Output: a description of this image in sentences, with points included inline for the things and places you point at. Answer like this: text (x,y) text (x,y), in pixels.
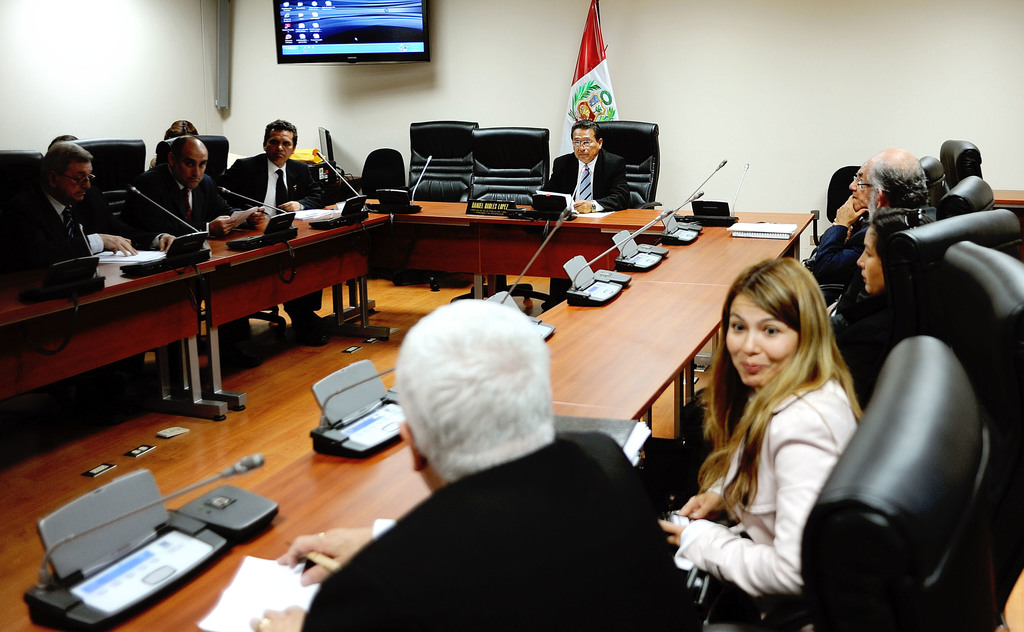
i think this is a conference room (523,112) all the people (253,176) were seated in their chairs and we see a table (288,472) with an microphone (81,540) each and we see a monitor (354,60) displaying and a flag (606,116).
